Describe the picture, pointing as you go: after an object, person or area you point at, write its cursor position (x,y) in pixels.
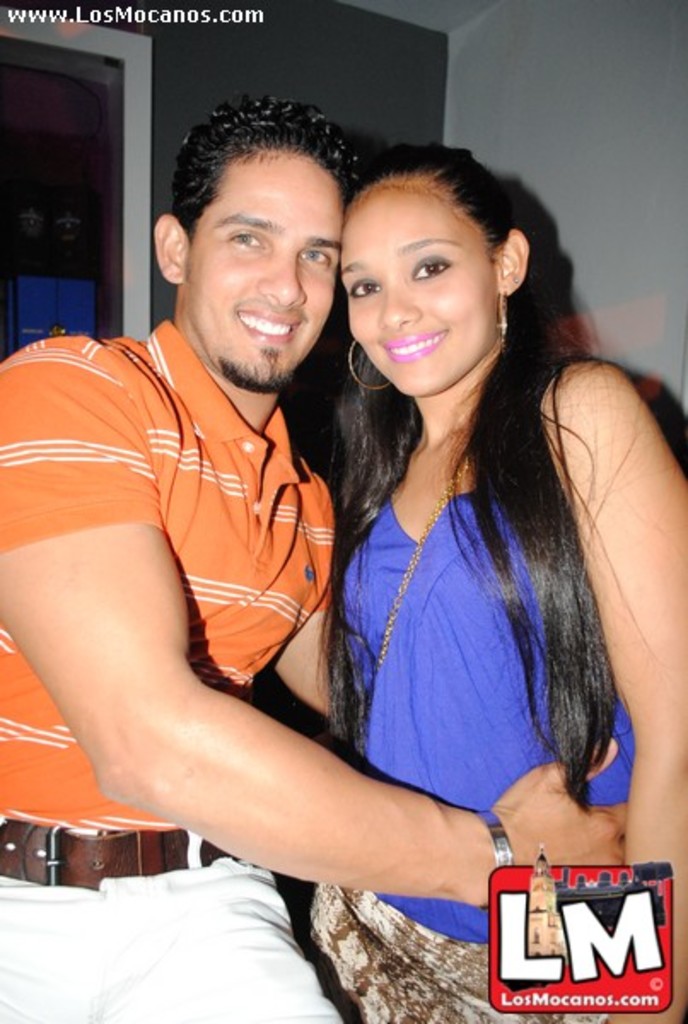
In the image two persons (595,394) are standing and smiling. Behind them there is wall (636,300).
